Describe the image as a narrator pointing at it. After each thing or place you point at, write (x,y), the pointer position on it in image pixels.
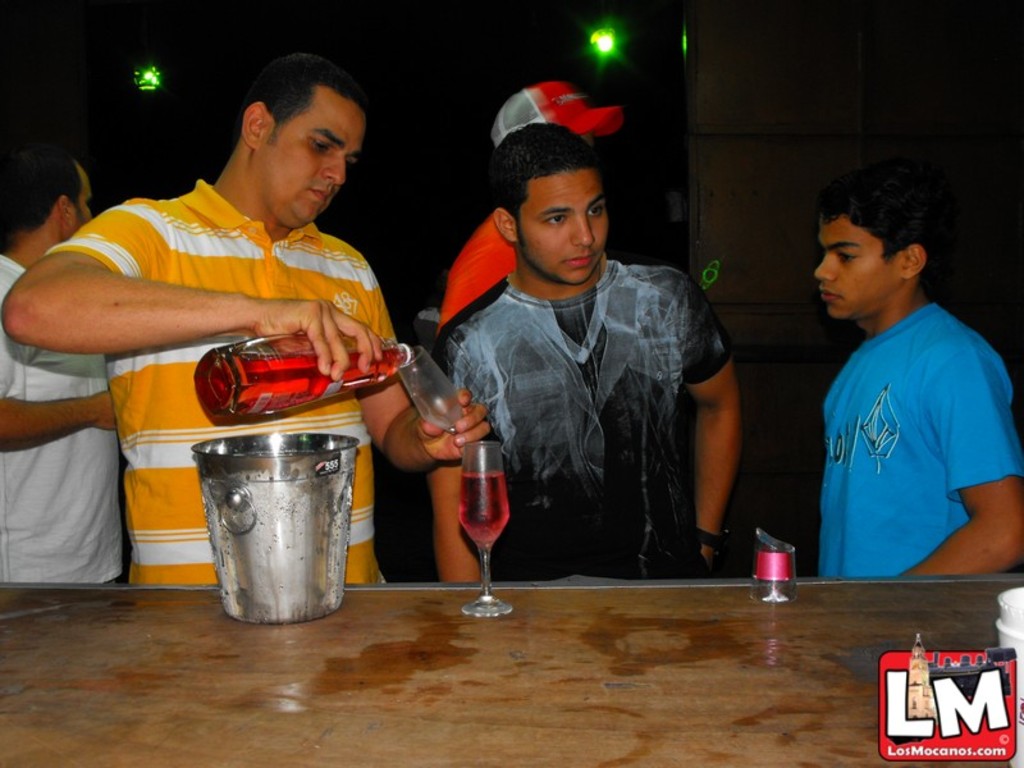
In this image, there are three persons (632,285) wearing clothes (834,422) and standing in front of the table (823,618). This table (747,682) contains a glass (462,505) and bucket (301,558). There is a person (170,383) on the left side of the image (164,360) holding a bottle (264,350) and glass (405,381) with his hands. There is a light (606,43) at the top of the image (605,54).
